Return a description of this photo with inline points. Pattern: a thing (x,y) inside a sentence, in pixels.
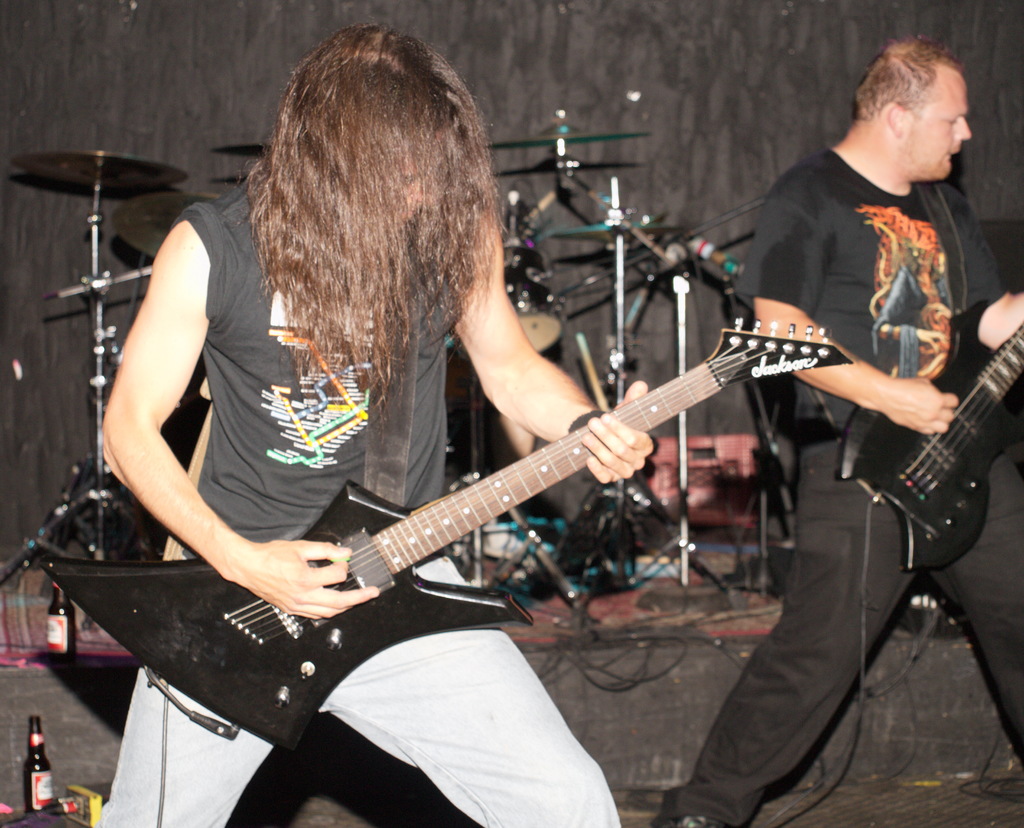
In this image there are two persons (877,239) who are playing the guitar (379,585) with their hands (357,589). At the background (618,134) there are musical instruments (578,139) like drums (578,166) and musical plates (594,140). At the bottom (28,799) there is a glass bottle (37,778).
